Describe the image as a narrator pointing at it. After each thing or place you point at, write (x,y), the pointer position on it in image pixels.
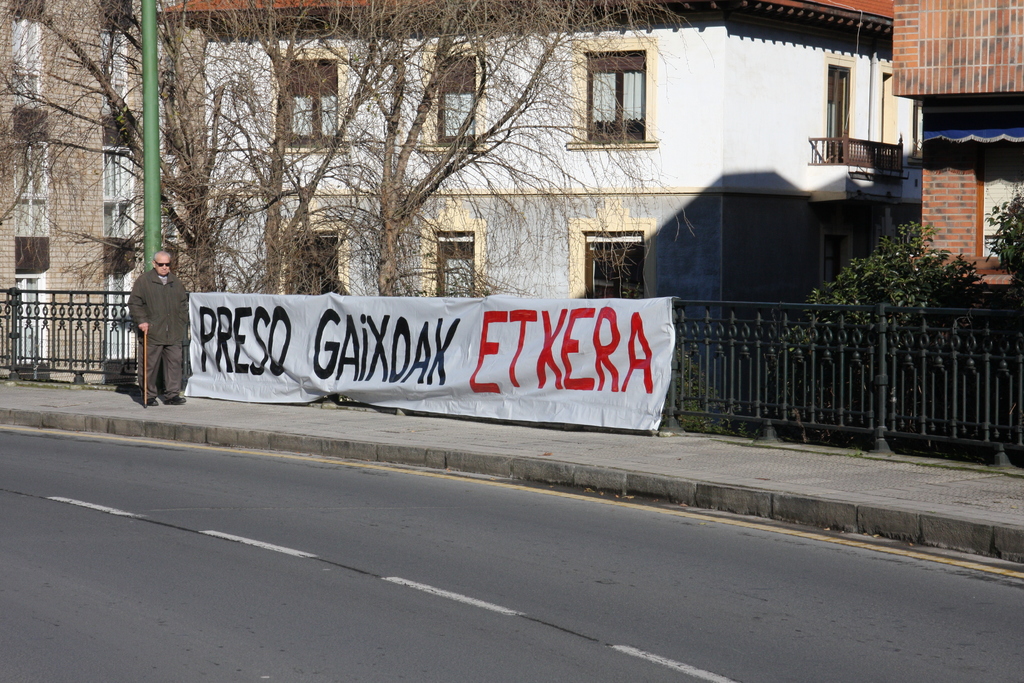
In this image, I can see a person (150,332) holding a stick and standing on the footpath (274,428). This looks like a banner (529,360) hanging. I think these are the iron fences (745,353), which are black in color. This is the pole (153,202). I can see the buildings (632,138) with windows (37,193). This is the tree (338,137) with branches (360,123). I can see the small plants (944,268) with leaves (942,294).
